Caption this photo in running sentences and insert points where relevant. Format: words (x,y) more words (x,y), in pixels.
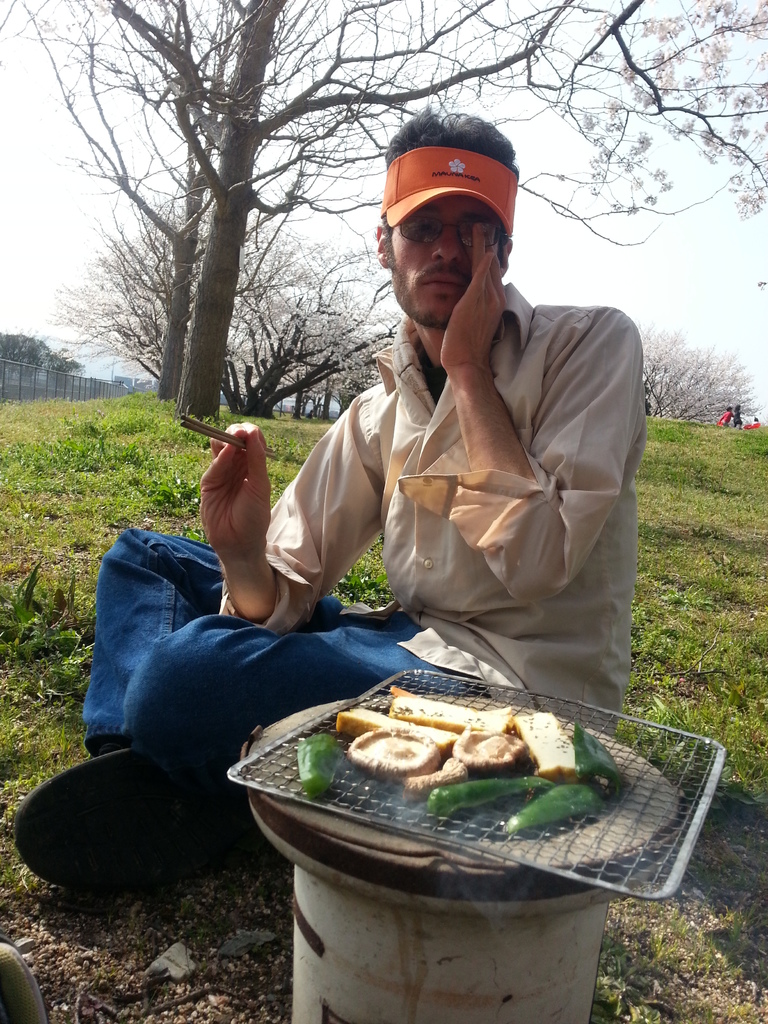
In this image we can see a man (457,464) sitting on the ground (41,511) and he is holding chopsticks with his hand (234,541). Here we can see food items (568,757) on a grill (623,770). In the background (273,398) we can see grass (724,621), trees (287,375), fence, few people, and sky (718,205).
